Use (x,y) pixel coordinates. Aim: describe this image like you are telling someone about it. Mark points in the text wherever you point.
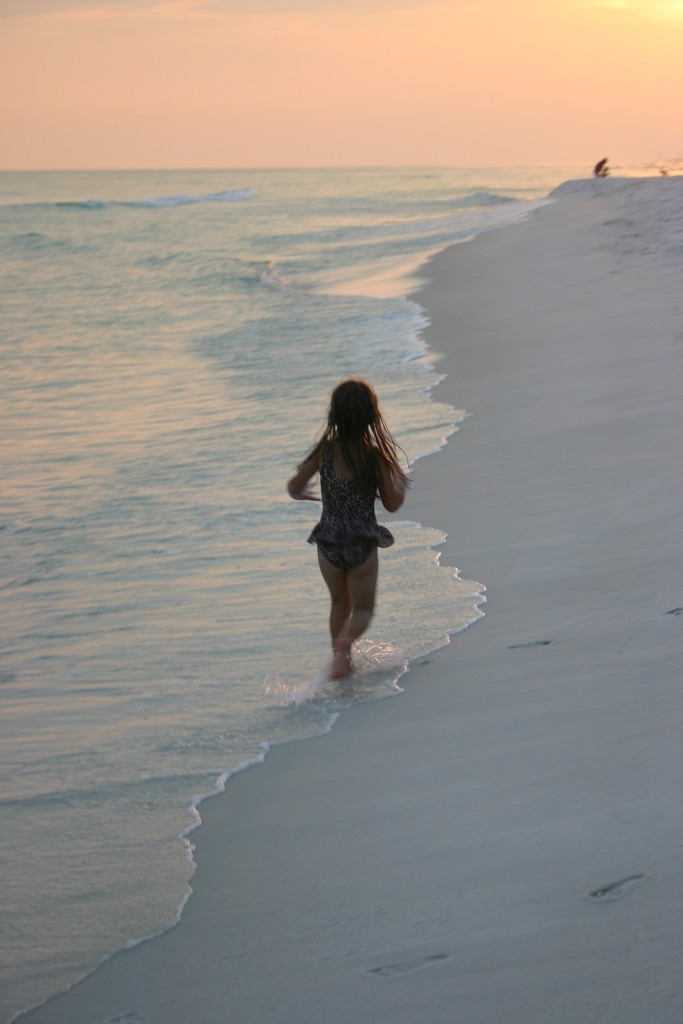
This image is taken at the beach (368,721). In this image we can see a girl (354,386). We can also see the water (116,275), sand (531,884) and also the sky (347,83).
